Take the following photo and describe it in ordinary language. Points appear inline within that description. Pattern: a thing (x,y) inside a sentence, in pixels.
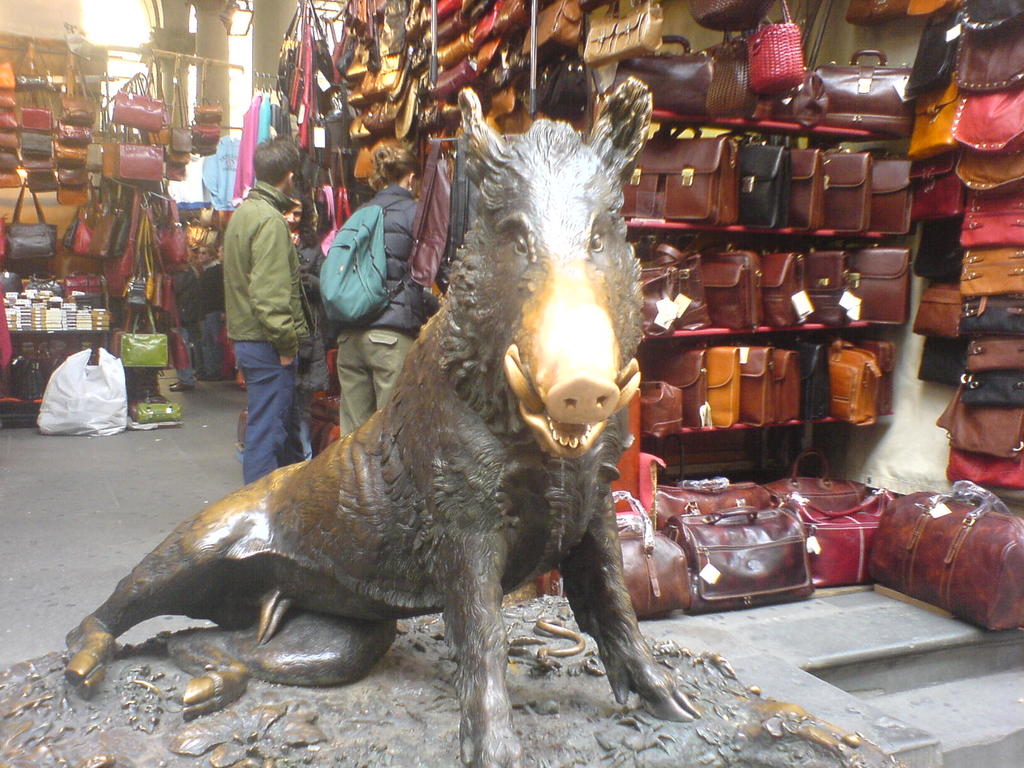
In this picture at front (523,181) there is a statue (400,493) of an animal (507,183) and at the background (386,133) there are bags (690,217) placed on the rack (769,233) and at the backside of the statue (403,399) there are three people (298,199) standing.
